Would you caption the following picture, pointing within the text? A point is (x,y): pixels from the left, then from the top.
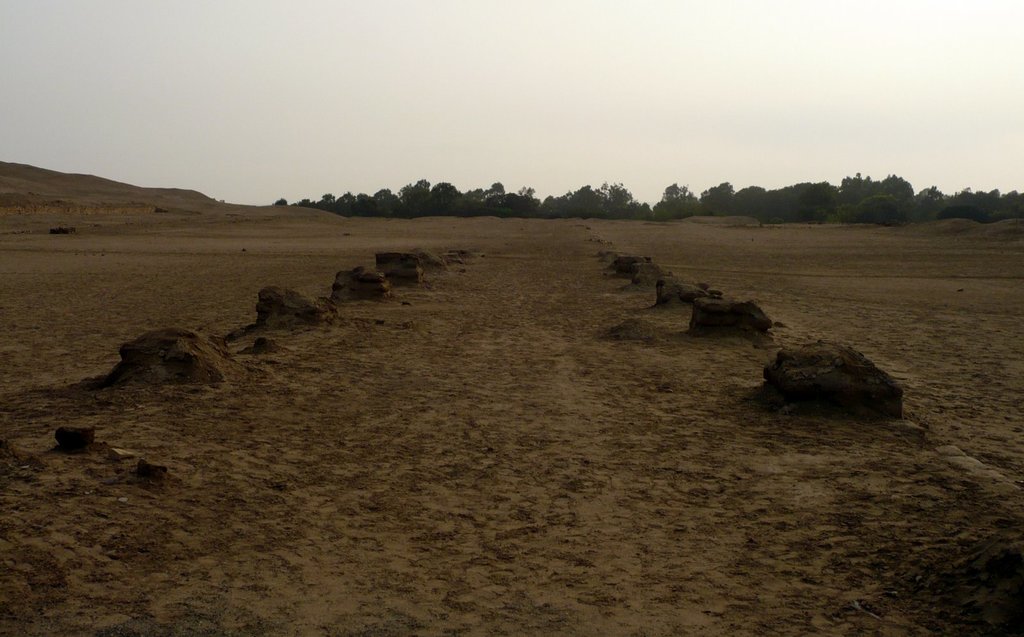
In this picture we can see stones (413,266) on the ground (485,293), trees (472,196) and in the background (451,81) we can see the sky (266,109).
